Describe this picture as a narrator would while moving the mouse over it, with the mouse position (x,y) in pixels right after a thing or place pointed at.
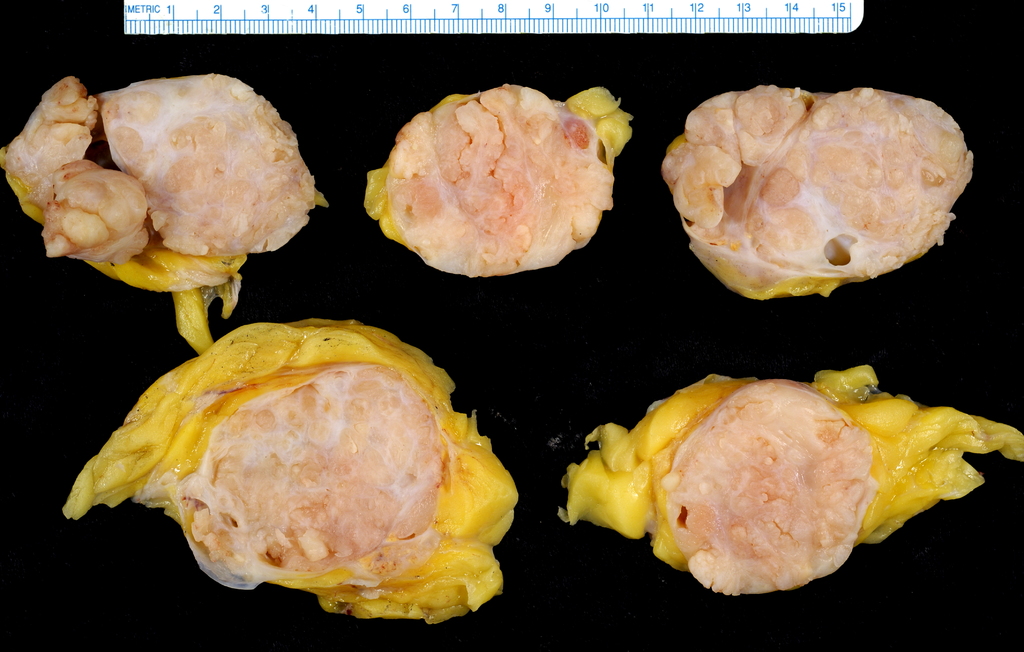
In this image there are some meat pieces (363,384) and the background (63,328) is black in color, at the top (363,21) there is scale (792,16).
